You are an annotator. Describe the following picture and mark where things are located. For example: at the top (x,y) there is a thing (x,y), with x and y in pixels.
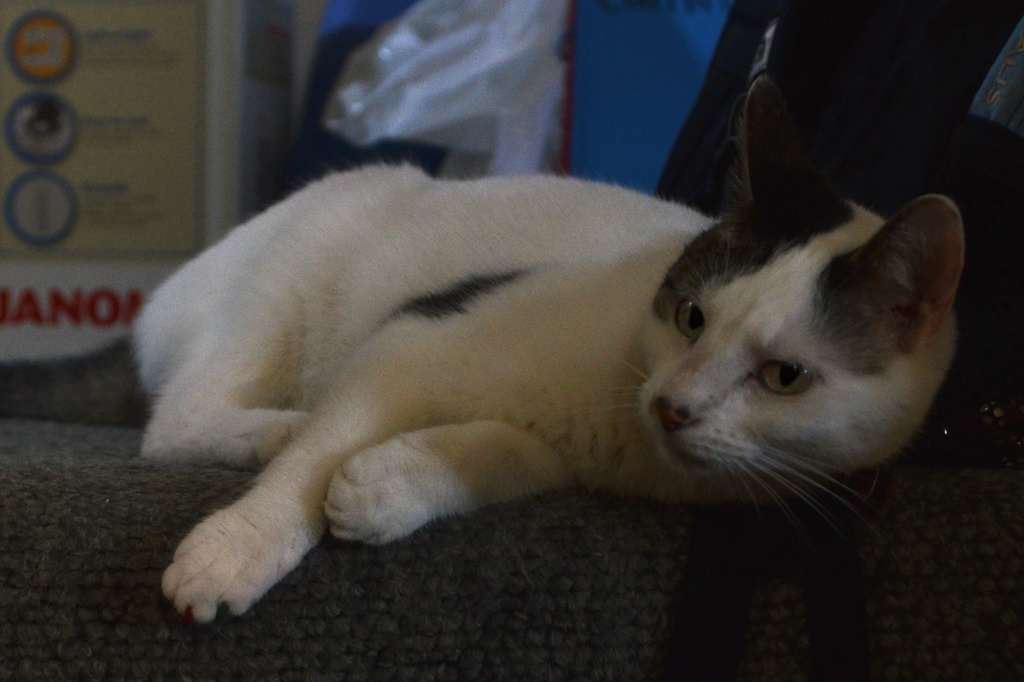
In this image, in the middle (380,328), we can see a cat (456,467) lying on the mat (378,604). In the background (488,129), we can see a polythene cover (350,84) and a chart (171,202). At the bottom (40,578), we can see a black color mat (362,619).
